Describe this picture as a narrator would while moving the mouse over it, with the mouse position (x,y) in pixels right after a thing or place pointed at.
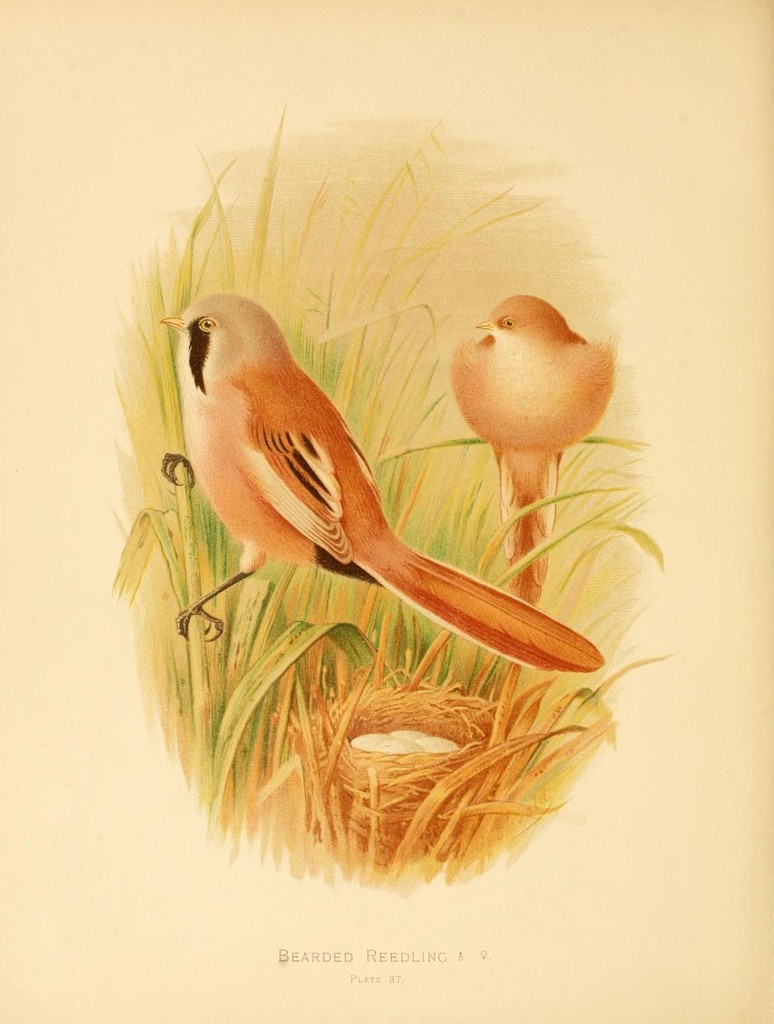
In this image there is a paper (244,204), there is a painting (285,281) on the paper (350,198), there is a plant (171,527), there are birds (268,322), there is a nest (410,709), there are eggs (397,747) in the nest (409,755), there is text (394,957) towards the bottom of the image (384,946), the background of the image (386,932) is white.
